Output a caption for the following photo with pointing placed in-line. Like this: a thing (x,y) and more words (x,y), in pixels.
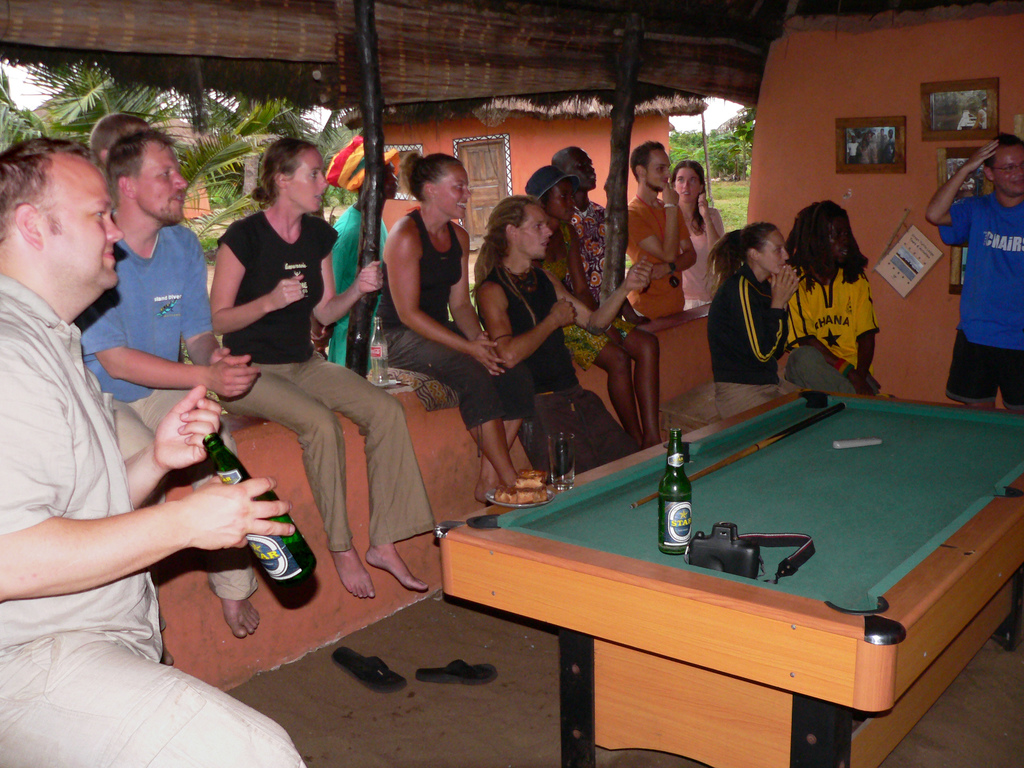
In this image we can see a group of people (494,237) are sitting, and in front (813,459) here is the table (578,504), and board (810,472) and bottle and stick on it, and here is the wall (873,95) and photo frames (881,141) on it, and here are the trees (99,103), and here is the house (488,126).
